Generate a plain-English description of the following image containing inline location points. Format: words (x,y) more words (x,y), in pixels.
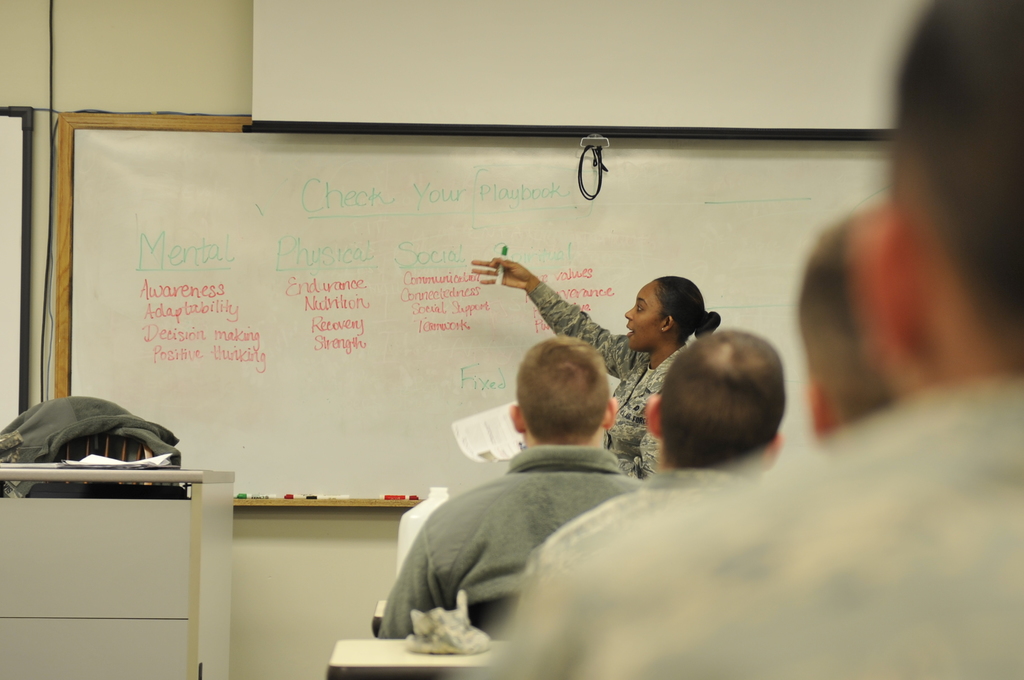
In this image there are some people (751,510) who are sitting, and in the center (622,356) there is one woman (634,373) who is standing and she is explaining something. In the background (296,337) there is a board (255,167), on the board (180,285) there is some text (359,289) and on the left side (101,548) there is one table (185,522). On the table (20,589) there are some papers (122,461) and also there is one chair (88,439), on the chair (108,436) there is one cloth (101,409).
